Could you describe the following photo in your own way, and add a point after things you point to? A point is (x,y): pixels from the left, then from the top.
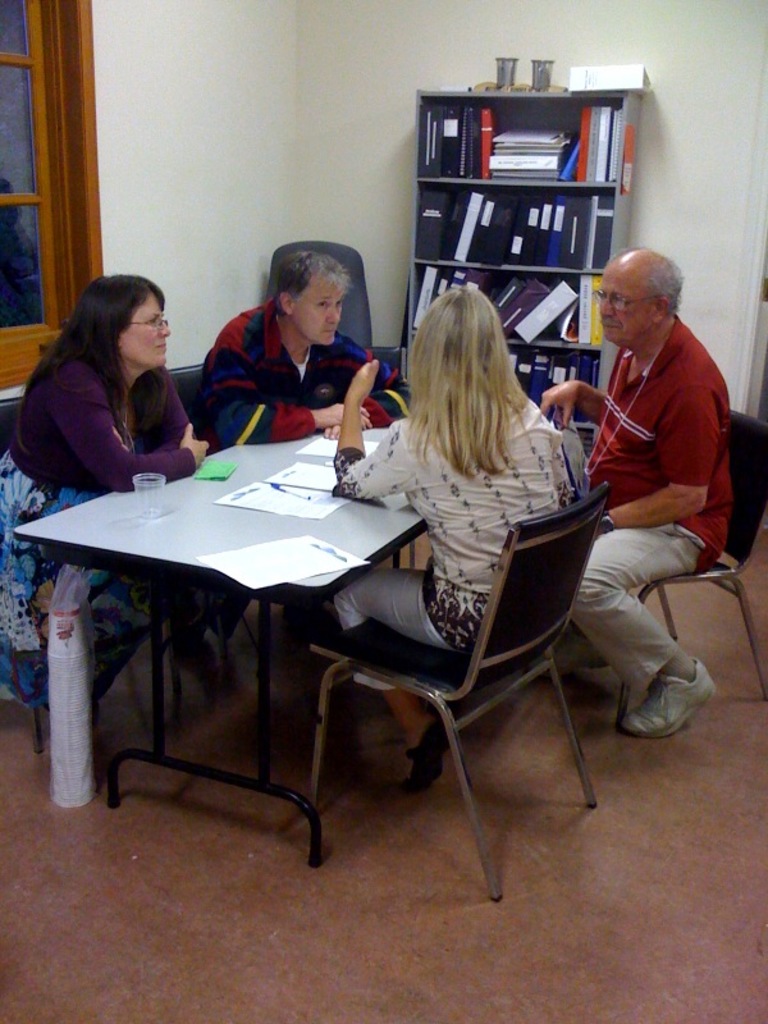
This persons (697,454) are sitting on chair (432,656). This rack (584,100) is filled with files (595,148). On this table (143,547) there is a paper (283,562), pen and glass (136,490). Under the table (99,515) there is a paper cups (69,727). This is window (3,290).
